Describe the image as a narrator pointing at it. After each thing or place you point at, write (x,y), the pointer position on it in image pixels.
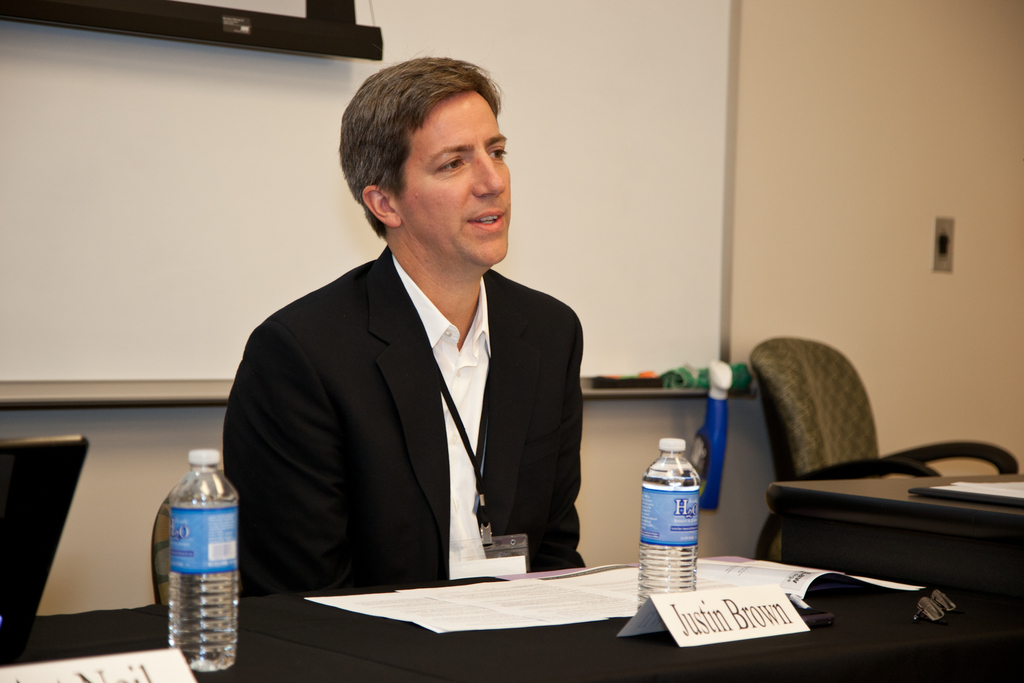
In this picture there is a man (530,551) sitting besides a table (712,668) in the middle (412,417). He is wearing a black blazer (389,386), white shirt (459,399) and an identity card (488,419). On the table (360,652) there are bottles (223,610), paper (360,611) and a board (701,612). Towards the right (921,510) there are a chair (828,409) and a table (917,514). In the background (306,63) there is a board (556,179).
